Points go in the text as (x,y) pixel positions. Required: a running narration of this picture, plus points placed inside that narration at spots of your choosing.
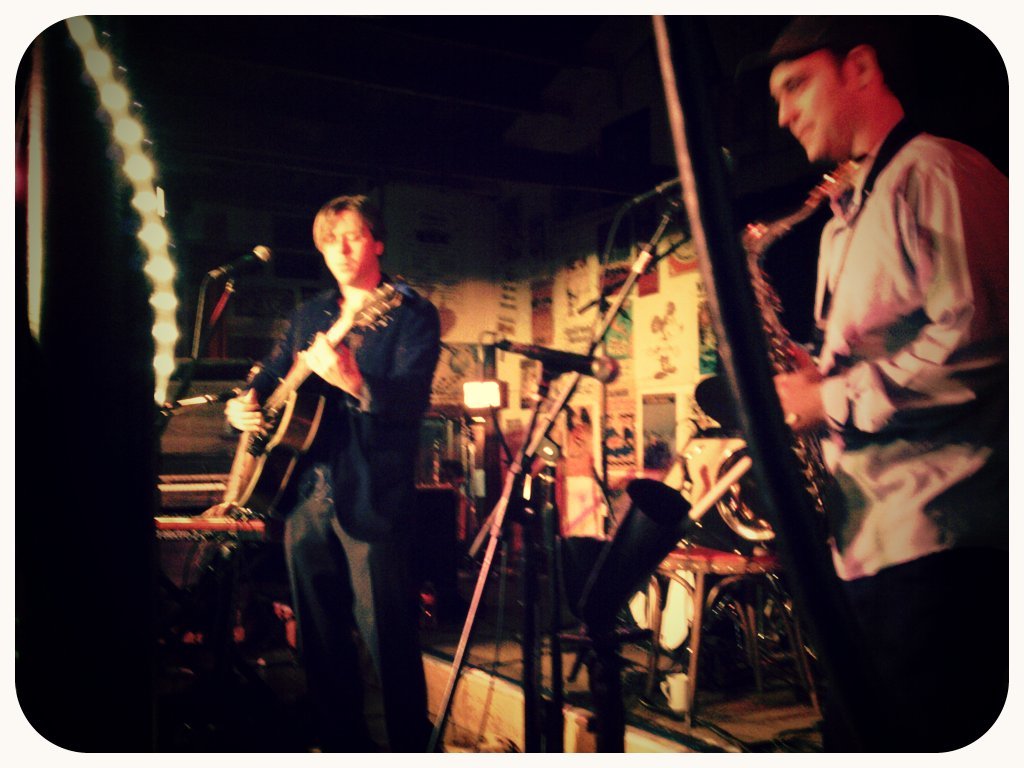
In this image we can see two people (918,636) playing musical instruments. There is a mic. In the background of the image (479,320) there is wall (583,226). There is a chair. At the top of the image (295,154) there is ceiling (366,132).
